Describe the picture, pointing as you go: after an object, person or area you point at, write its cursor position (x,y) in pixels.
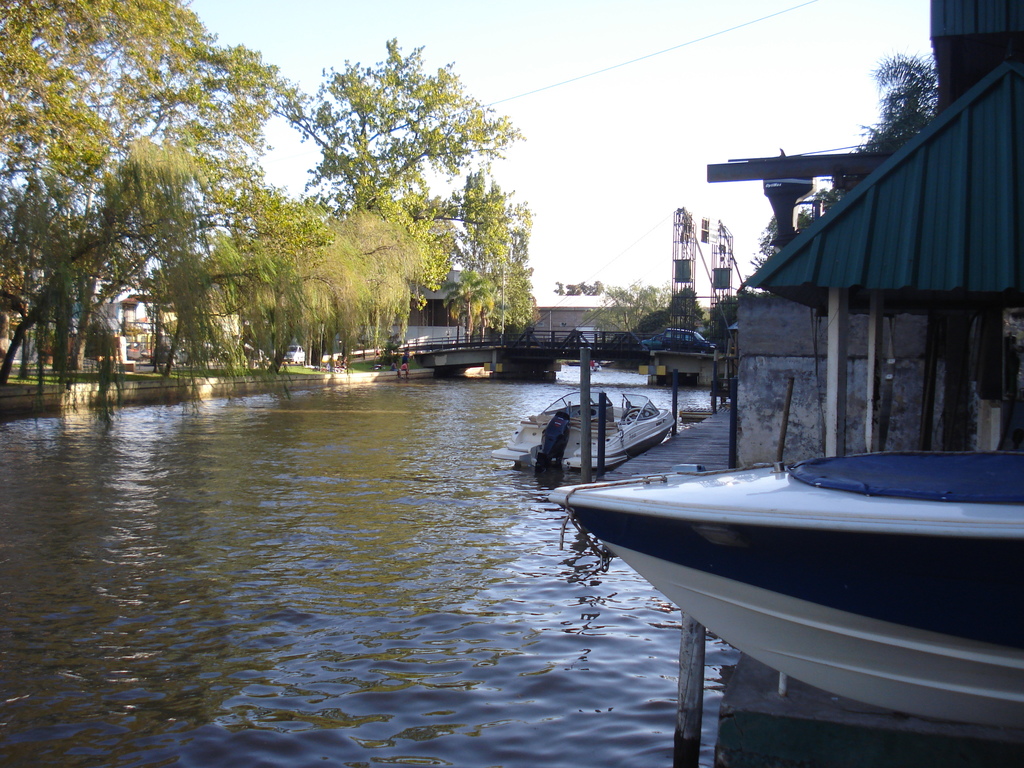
In this image there is water (512,519) and we can see boats (824,628) on the water (574,753). In the background (393,347) there are trees (155,311) and we can see a bridge (693,354). There is a car (675,348) on the bridge (673,359). At the top (505,52) there is sky (595,53).
